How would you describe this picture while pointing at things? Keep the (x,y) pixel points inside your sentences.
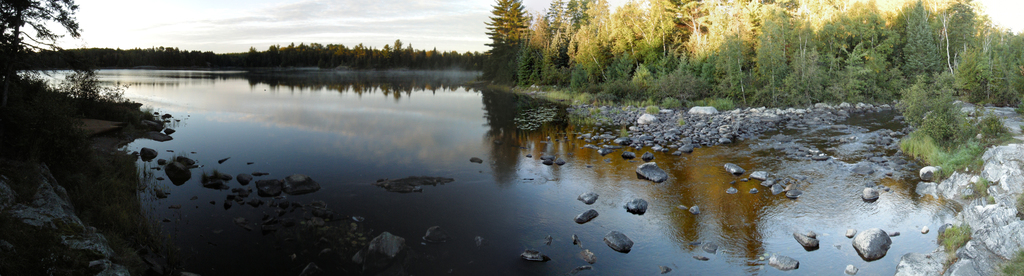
In this picture I can observe a river (379,165). On the right side (686,135) there are some stones (716,144). In the background (628,56) there are trees (406,53) and clouds (304,20) in the sky (310,27).
